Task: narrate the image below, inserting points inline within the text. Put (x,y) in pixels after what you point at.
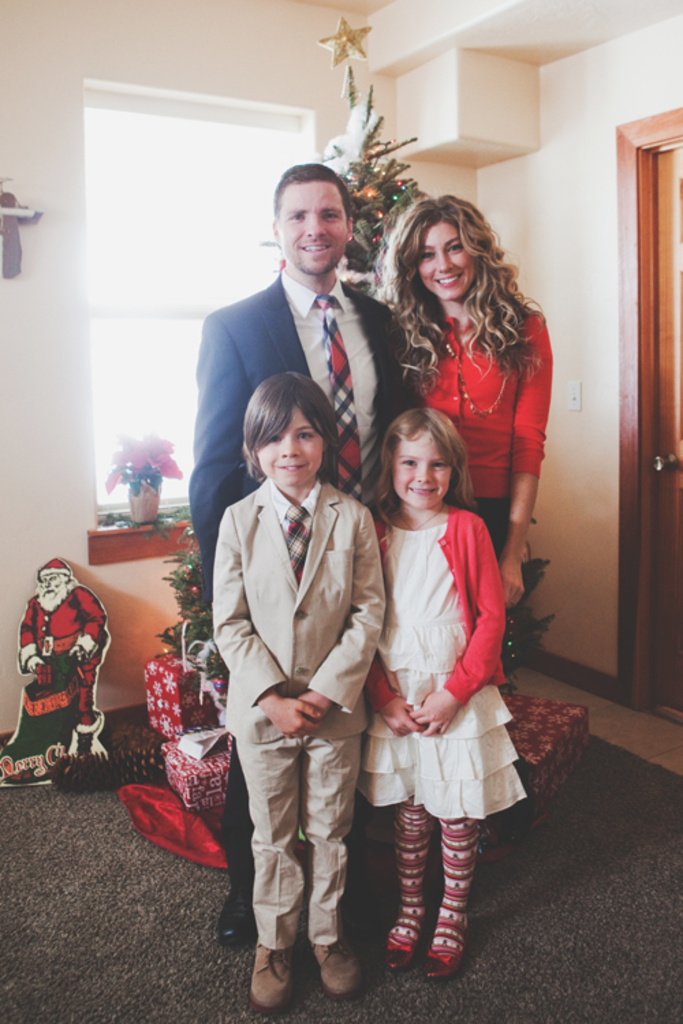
In this picture we can see there are four people (343,447) standing on the carpet (278,1020) and behind the people (334,568) there is a tree (357,243) and it is decorated with some items (371,190). Near the tree (367,209) there is a house plant (157,451), gift boxes (187,676) and a wall (555,322) with a wooden door (677,337).
